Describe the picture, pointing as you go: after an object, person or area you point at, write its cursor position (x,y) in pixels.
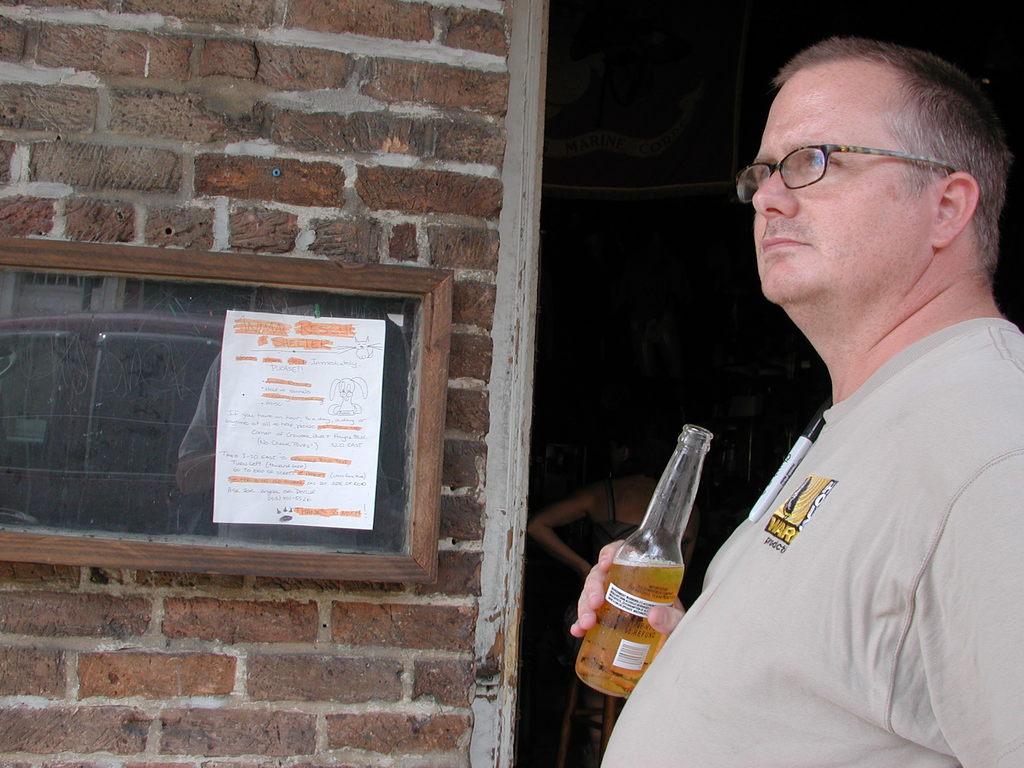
In the image there is a man (902,464) standing and holding a beer bottle (678,587) on his hand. On left side (288,611) we can also see brick wall (262,624), board (202,492), car (173,443). In background (630,194) there is a woman (604,487) and hoarding (635,177).
